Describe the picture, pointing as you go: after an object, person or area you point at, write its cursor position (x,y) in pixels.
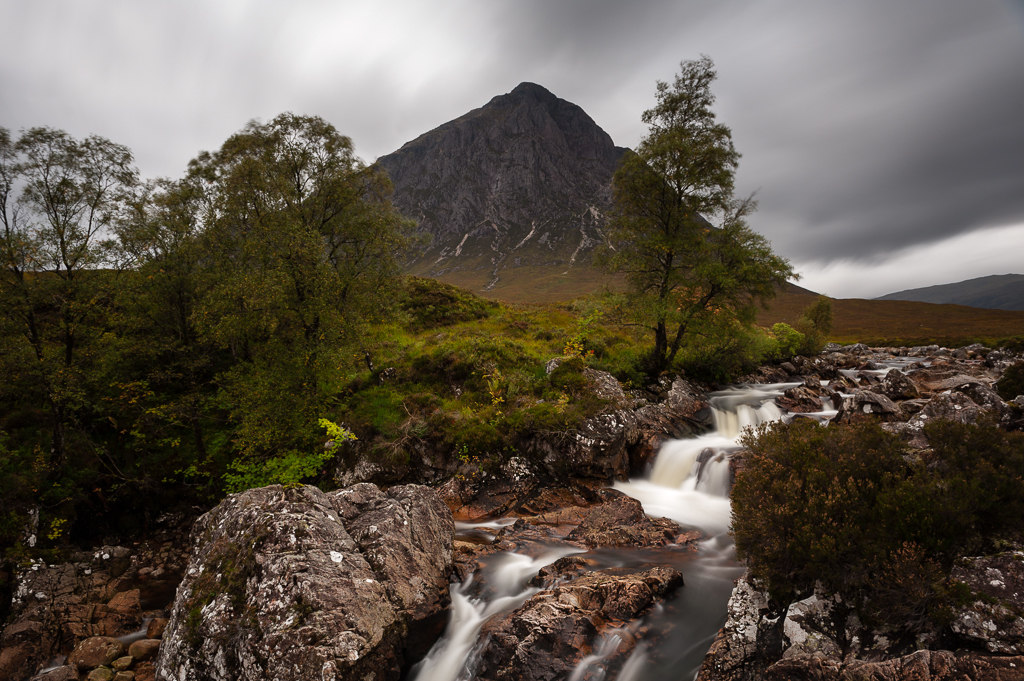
In this picture we can see rocks (224,605), water (691,446), trees (305,317), mountains (490,199) and in the background (565,54) we can see the sky (655,77) with clouds (353,22).
